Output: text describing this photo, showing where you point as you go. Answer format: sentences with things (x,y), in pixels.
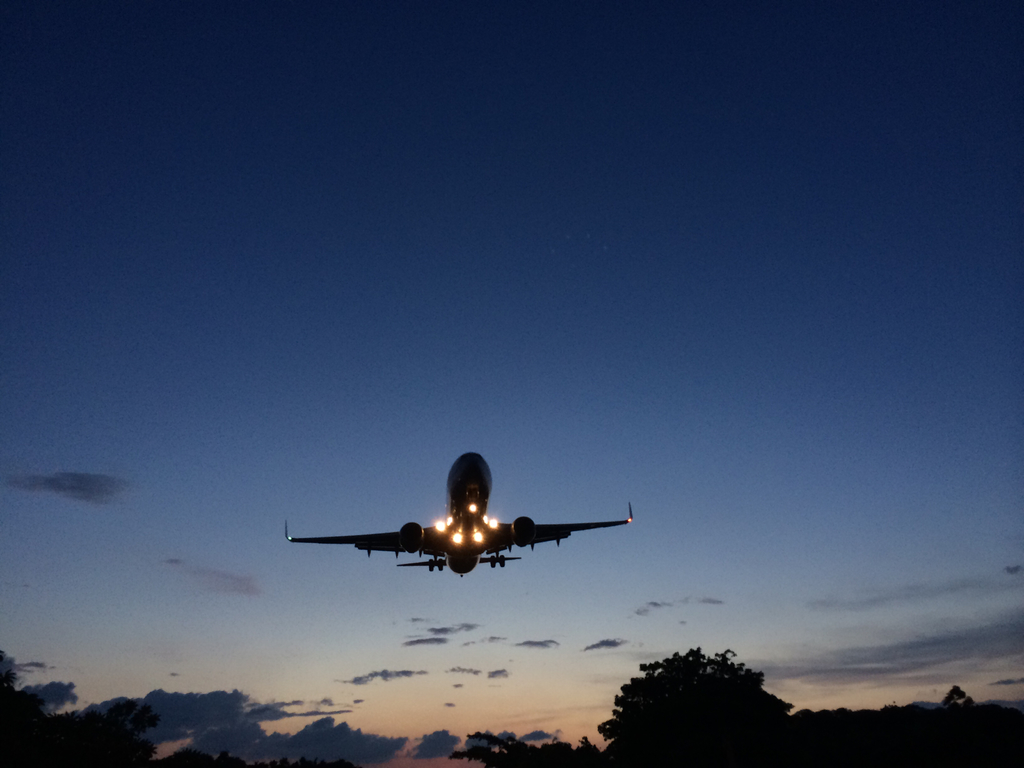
In this picture we can see an airplane (451,523) is flying. Under the airplane (470,566) there are trees (590,749). Behind the airplane (470,529) there is the sky (483,324).
